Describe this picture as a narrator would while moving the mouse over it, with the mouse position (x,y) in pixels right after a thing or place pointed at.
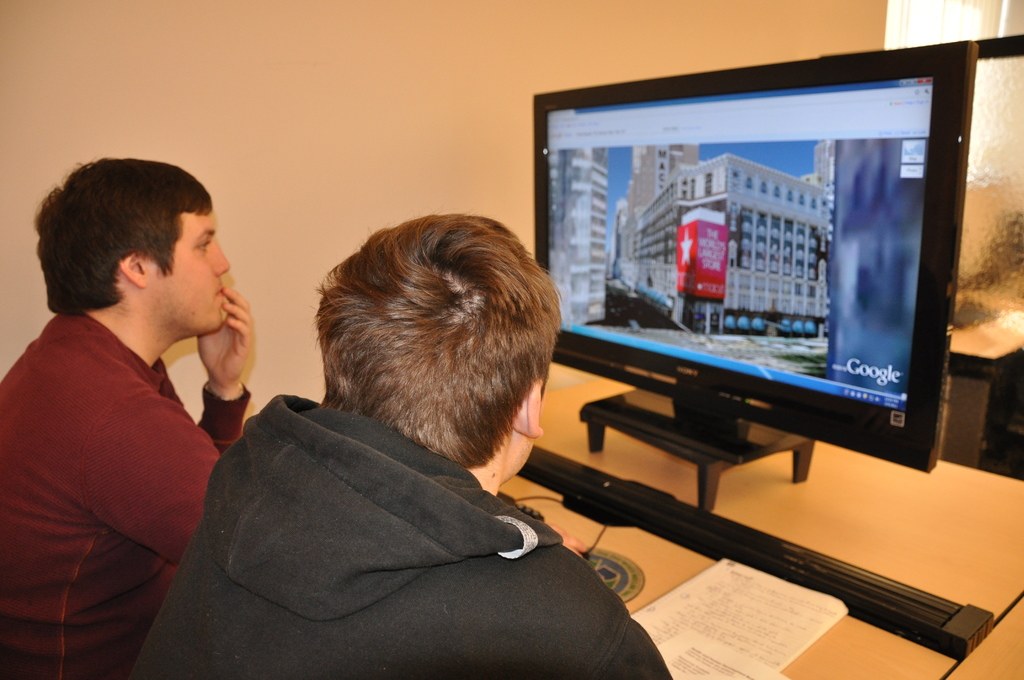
In this image I can see on the right side (877,155) there is a monitor (816,221) in that, there is an image of a building (759,245). At the bottom (374,535) a man (468,521) is sitting and looking into the system (659,294), he wore black color coat (371,572), beside him there is another man (48,448). He wore dark red color coat (97,469) and there are papers (744,635) on this table (825,641).
